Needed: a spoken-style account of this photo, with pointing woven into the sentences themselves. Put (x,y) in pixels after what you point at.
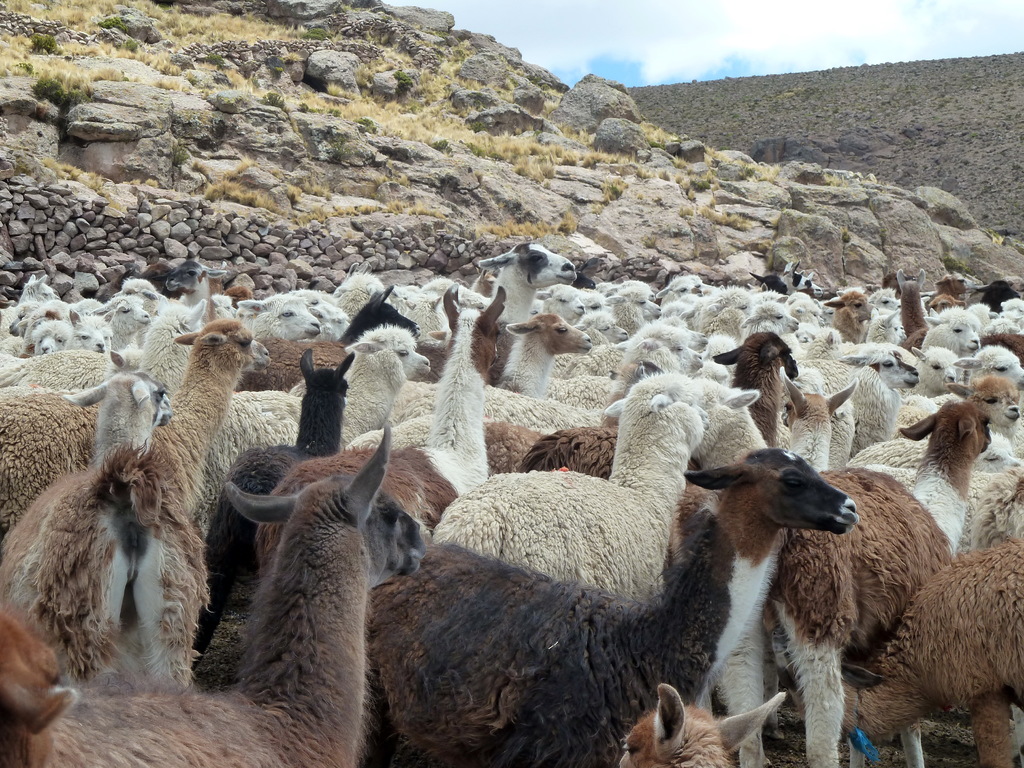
In the image we can see many llamas (159,713) and alpacas (705,443). In the background (86,140), we can see the sky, clouds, hills (351,140), stones (75,295) and grass (70,47).
